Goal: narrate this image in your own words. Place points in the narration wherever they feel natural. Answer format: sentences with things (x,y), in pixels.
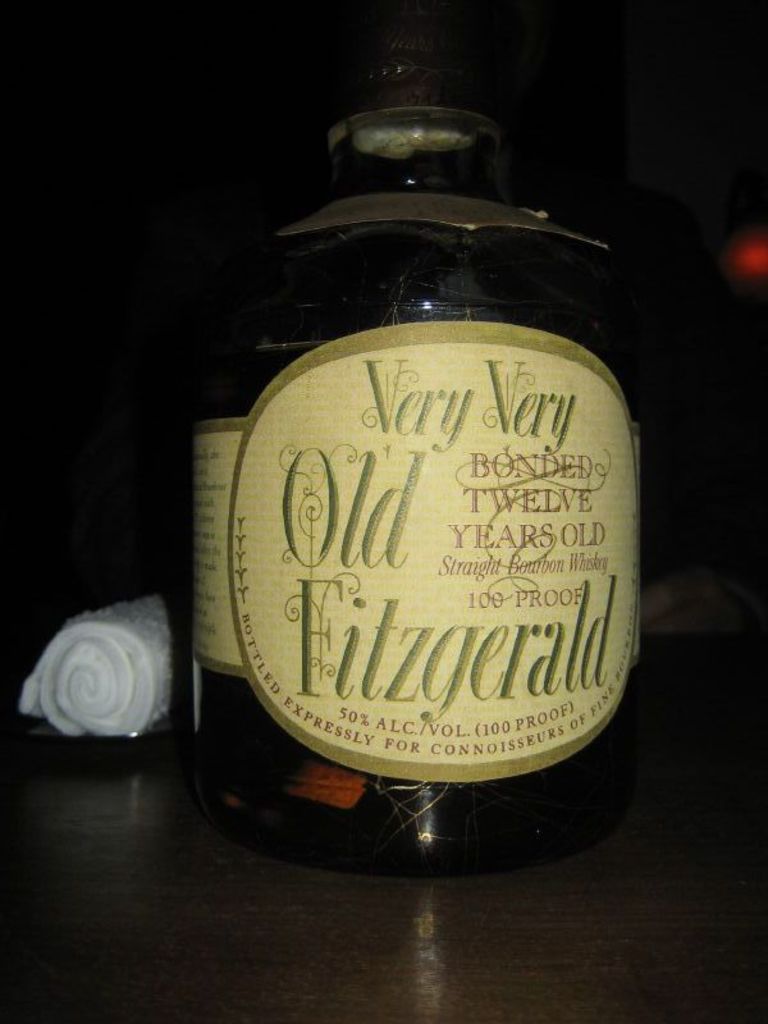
On this surface (350,1016) we can see a bottle (445,486) and white object (146,654). To this bottle (494,297) there is a sticker (544,588). Background (648,215) it is dark.
